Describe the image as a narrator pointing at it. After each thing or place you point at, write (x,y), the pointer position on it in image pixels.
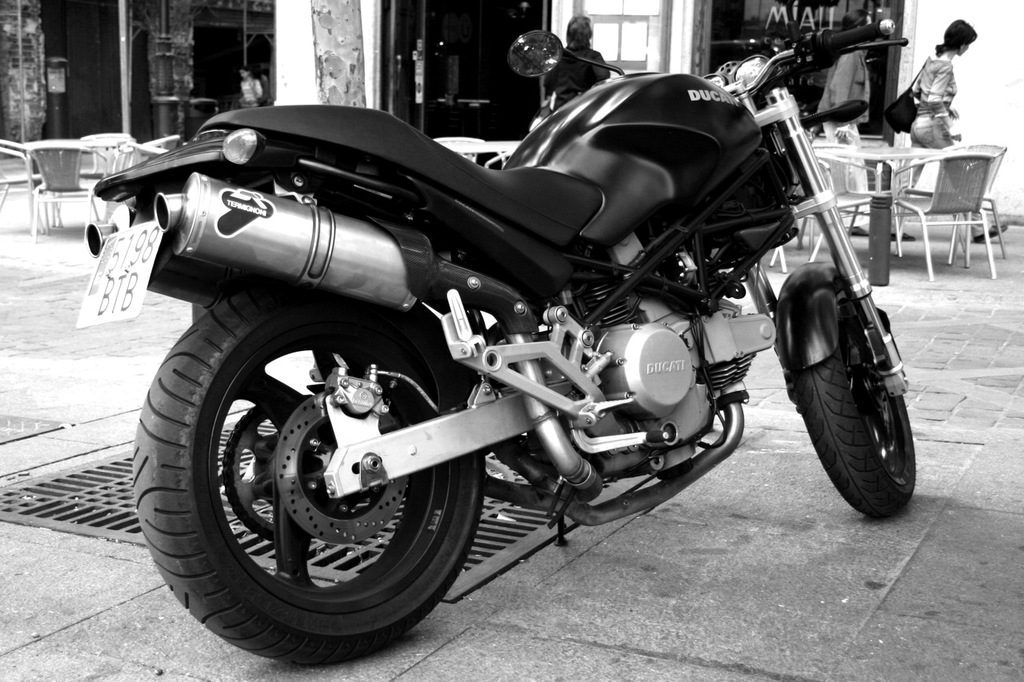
In the picture there is a bike (573,388) on the floor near to the bike (742,93) there are some chairs (850,164) there are persons (867,80) walking in chairs (970,158) and tables (861,153).
